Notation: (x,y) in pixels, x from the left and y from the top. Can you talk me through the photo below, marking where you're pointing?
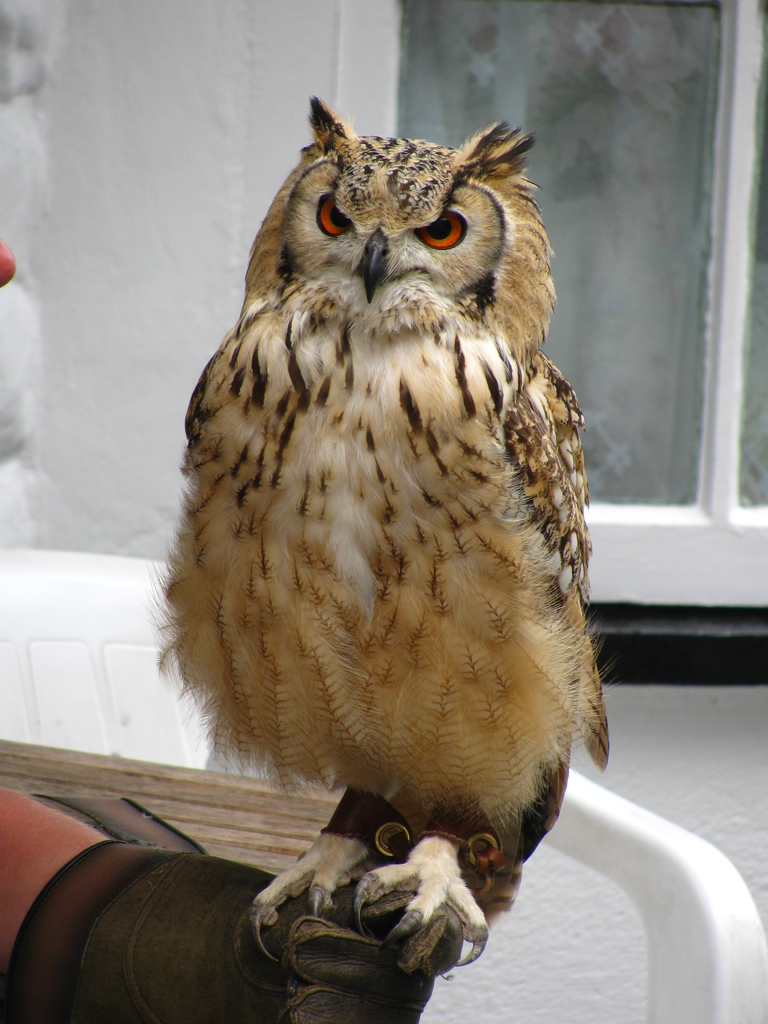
In this picture there is a person (156,1023) holding the bird (438,571). At the back (753,432) there is a chair (76,726) and there is a table (219,852) and there is a window (672,458).
